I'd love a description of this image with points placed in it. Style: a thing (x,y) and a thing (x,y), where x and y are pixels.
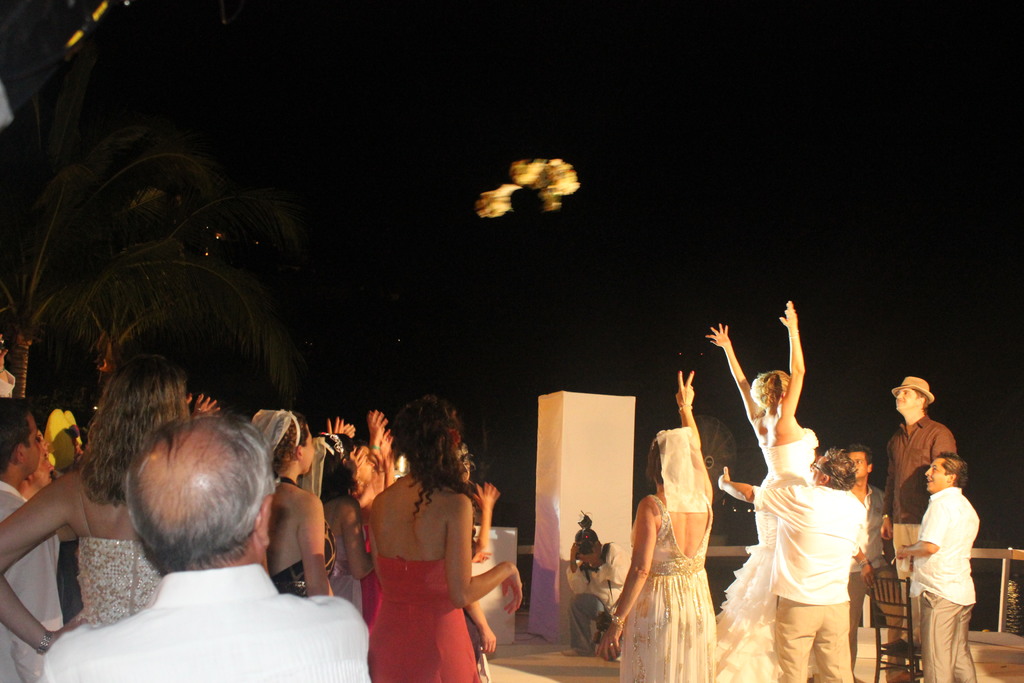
In this image we can see persons (186,580) standing on the floor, chair (897,585), trees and sky (305,351).
